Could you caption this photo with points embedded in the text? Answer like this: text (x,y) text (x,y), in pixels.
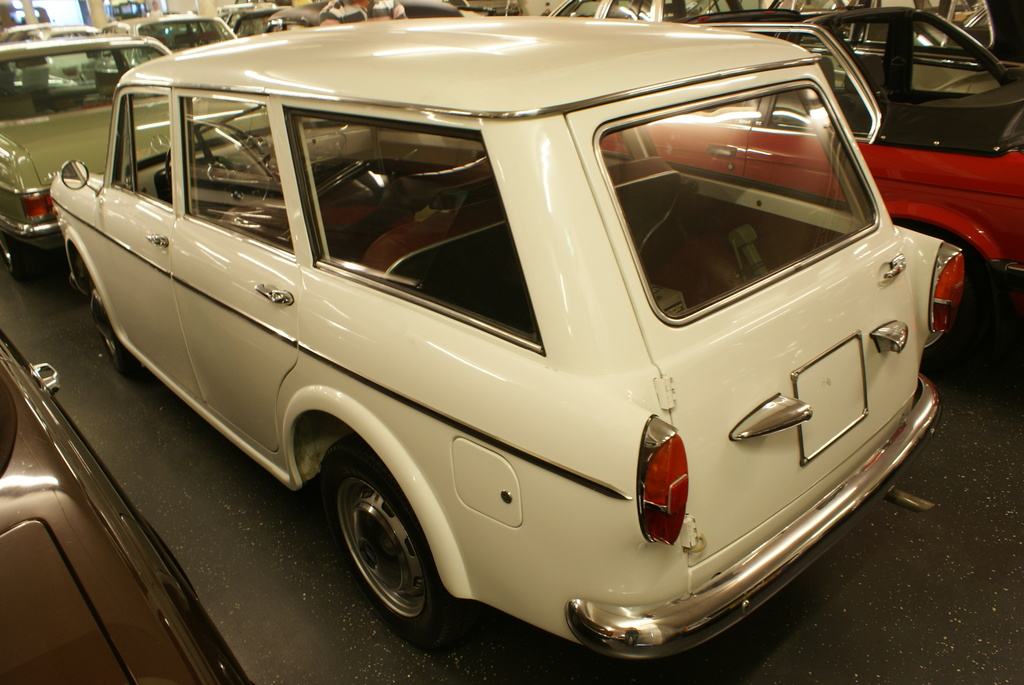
This image is taken in a parking area (668,244). In the middle of the image (497,286) there is a car (441,258) on the floor (214,504) which is in the white color. There are many cars (195,84) in this image. In the bottom of the image (325,638) there is a floor (926,550).
